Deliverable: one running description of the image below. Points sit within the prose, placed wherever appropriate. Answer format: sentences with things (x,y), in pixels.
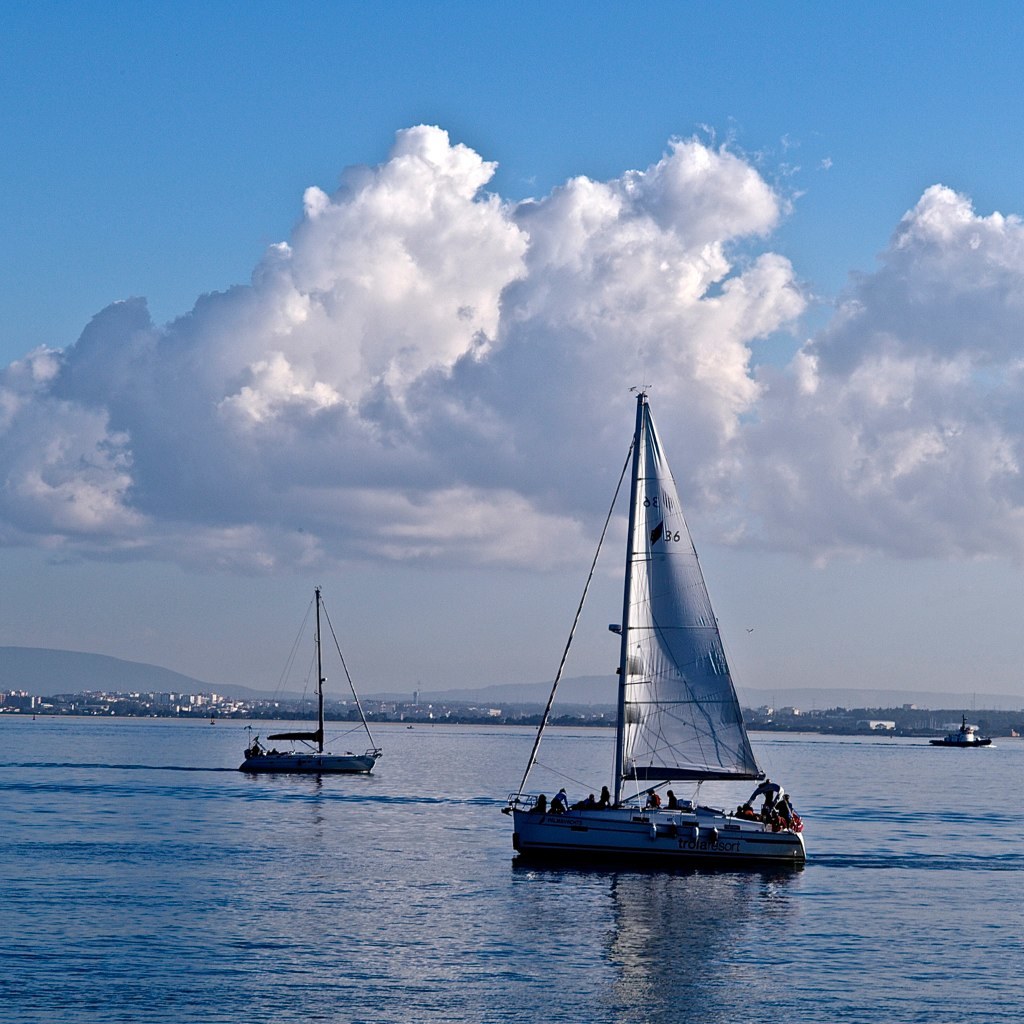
In this picture we can see boats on water (867,751), buildings (114,709), mountains (142,682) and in the background (378,442) we can the sky (665,398) with clouds (660,410).
